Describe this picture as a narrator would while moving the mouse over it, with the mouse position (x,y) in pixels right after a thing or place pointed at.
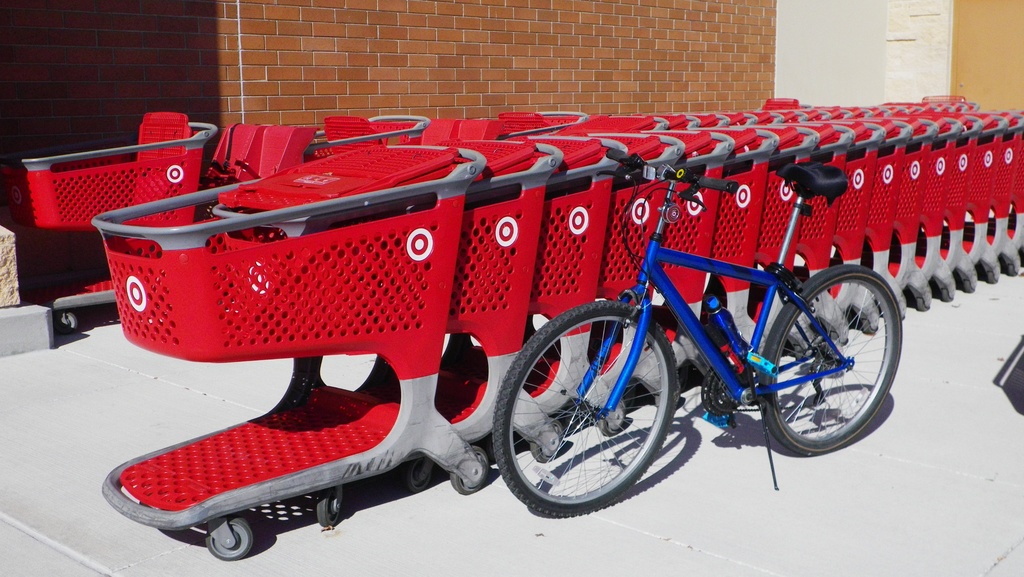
In this image we can see a group of carts (892,182) and a bicycle (737,366) with bottle (720,301) placed on the ground (429,523). In the background (860,44), we can see the wall (894,44).
